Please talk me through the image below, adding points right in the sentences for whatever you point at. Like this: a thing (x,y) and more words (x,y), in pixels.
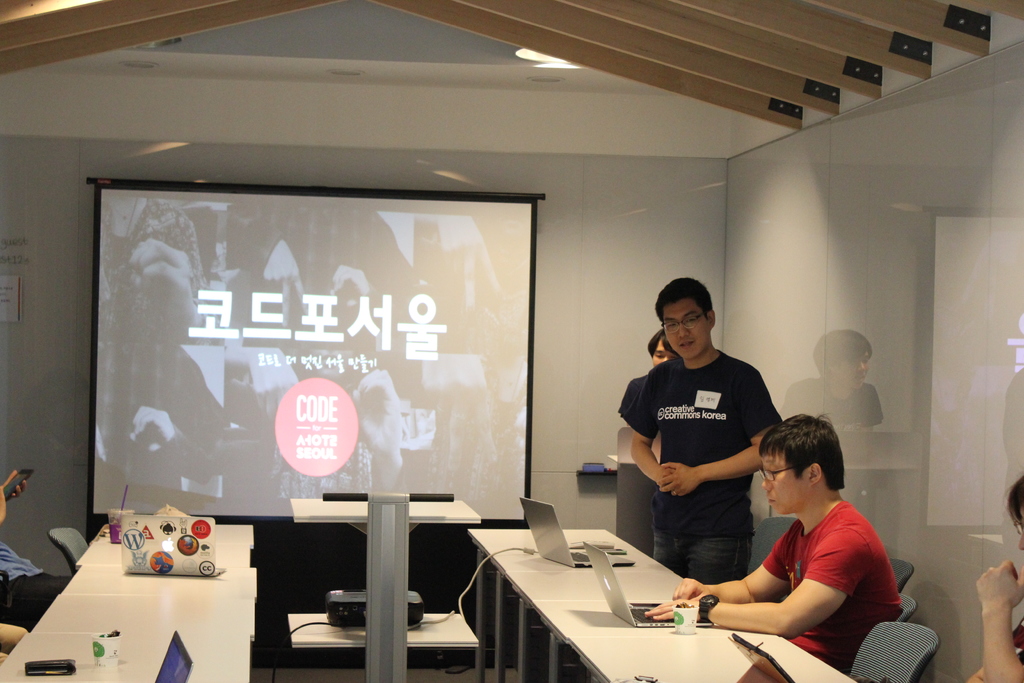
In this image there are people (825,563) sitting on the chairs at the tables (641,652). On the table (643,639) there are laptops (168,574), paper cups (103,643) and glasses (112,511). In the background (512,150) there is a wall (371,143). There is a projector board (325,332) hanging on the wall (236,125). In front of the board (369,455) there is projector (420,609) on a table (373,569). Beside the board (530,368) there are two men (647,388) standing. There is text (300,402) displayed on the projector board (317,414).
